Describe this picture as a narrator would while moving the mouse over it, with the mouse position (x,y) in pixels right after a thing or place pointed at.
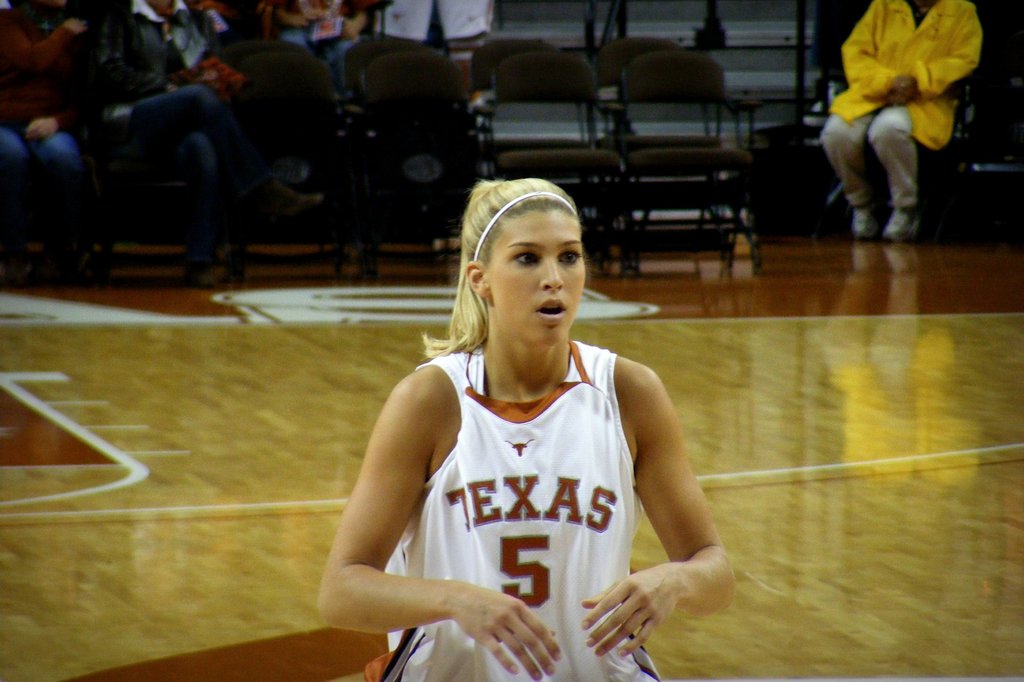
In this image I can see a woman (565,422) in the front (524,384) and I can see she is wearing the white colour dress (511,459). I can also see something is written on her dress (592,494). In the background (12,190) I can see number of people (331,36) are sitting on chairs (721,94). I can also see few empty chairs (462,124) in the background (617,160).
